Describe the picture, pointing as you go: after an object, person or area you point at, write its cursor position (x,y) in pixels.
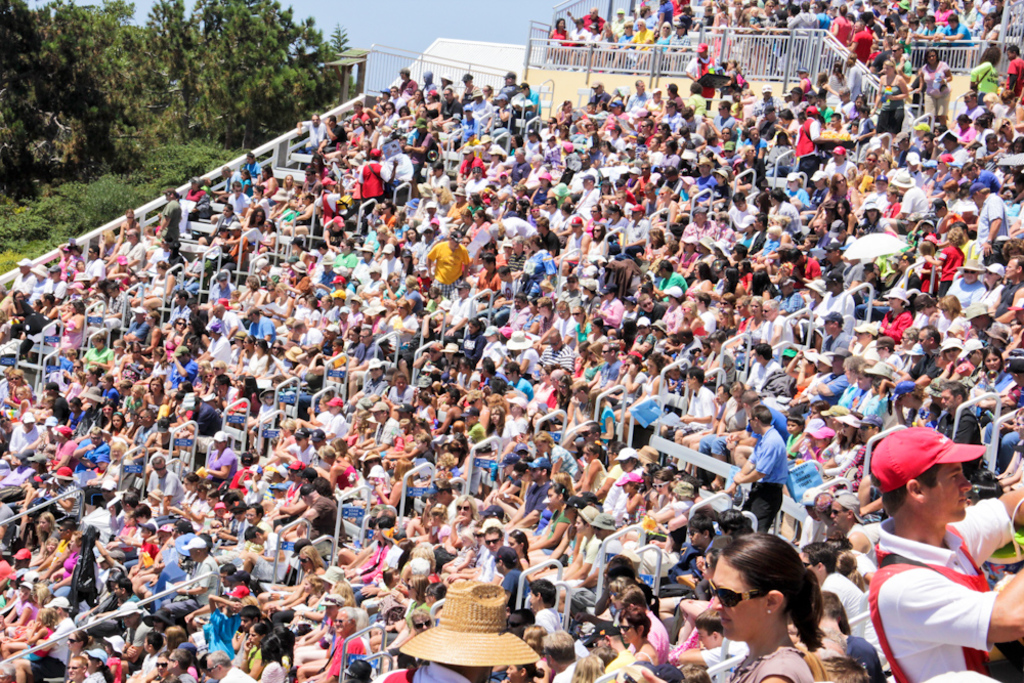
In this image, we can see many people (533,417). Among them, some people (772,572) are standing and some people (386,598) are sitting. We can see the fence (400,68). There are some poles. There are some trees (212,52) and plants (62,199). We can see the sky (454,35).
